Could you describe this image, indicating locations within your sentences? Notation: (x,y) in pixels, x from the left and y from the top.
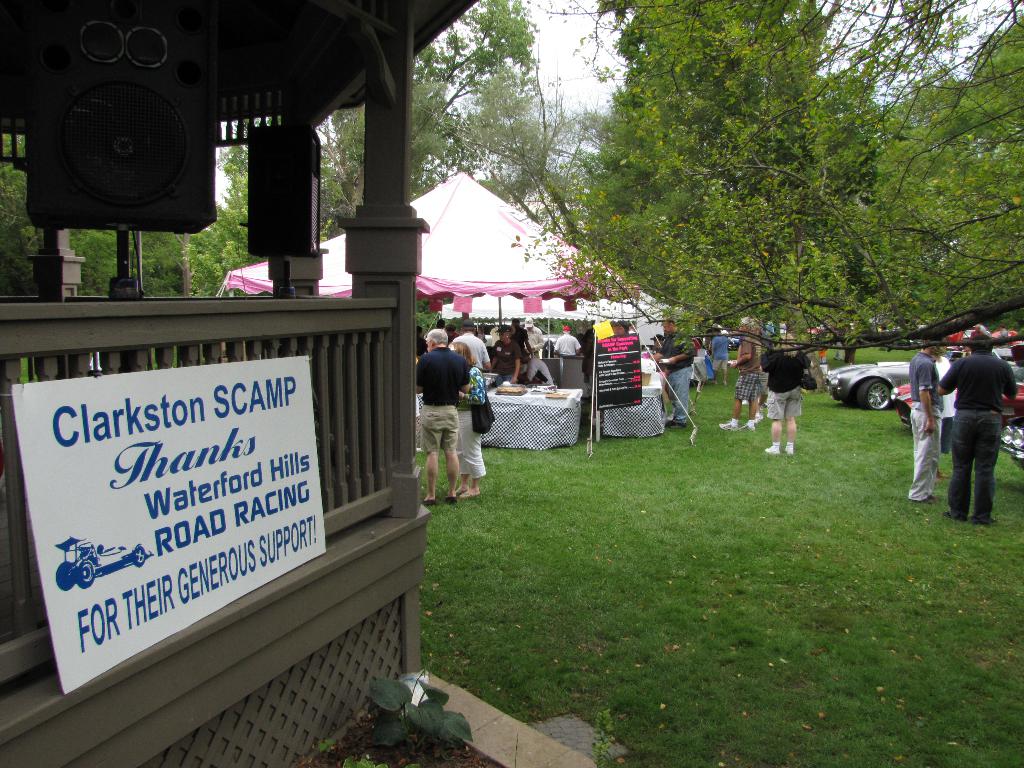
In this image we can see the people (788,368) standing on the grass (749,464). We can also see the tent (457,204) for shelter. We can see the tables (630,420), banner (628,386), trees (666,298) and also the sky (574,46). On the left (180,176), we can see a sound box (118,106), a text board (170,415) and also the roof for shelter. We can see the plants (449,724) and also the soil (447,751) and dried leaves (882,689).
